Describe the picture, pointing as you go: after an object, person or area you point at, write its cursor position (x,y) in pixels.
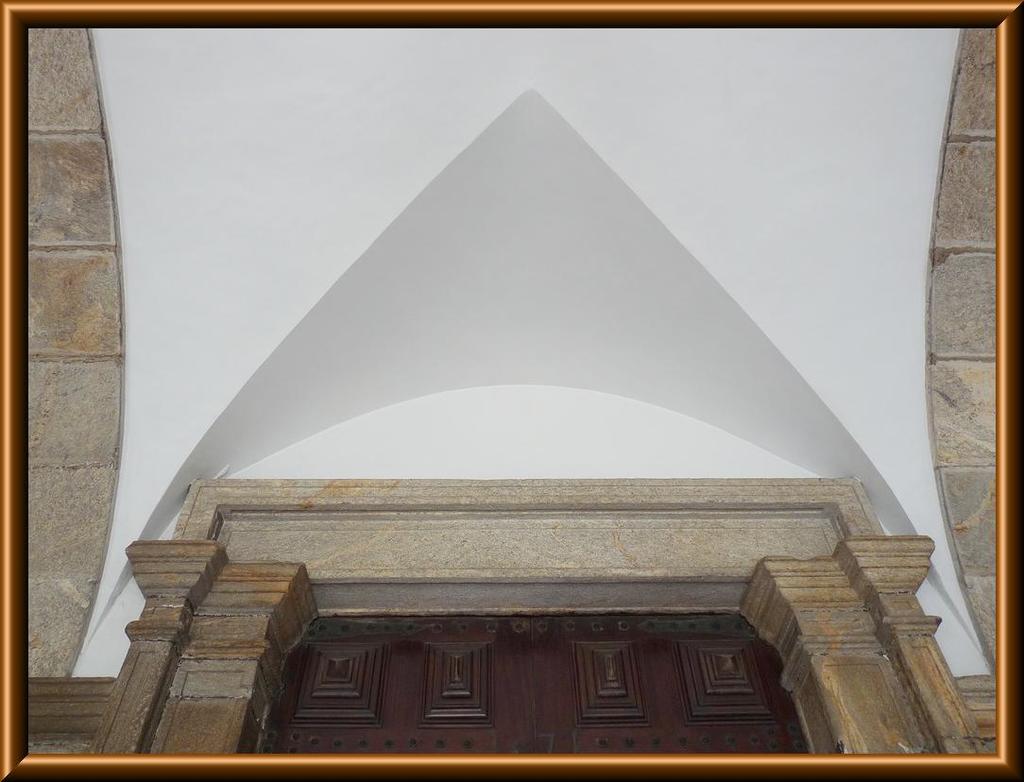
In this picture we can see a frame (1001,654) of a building (601,486).
